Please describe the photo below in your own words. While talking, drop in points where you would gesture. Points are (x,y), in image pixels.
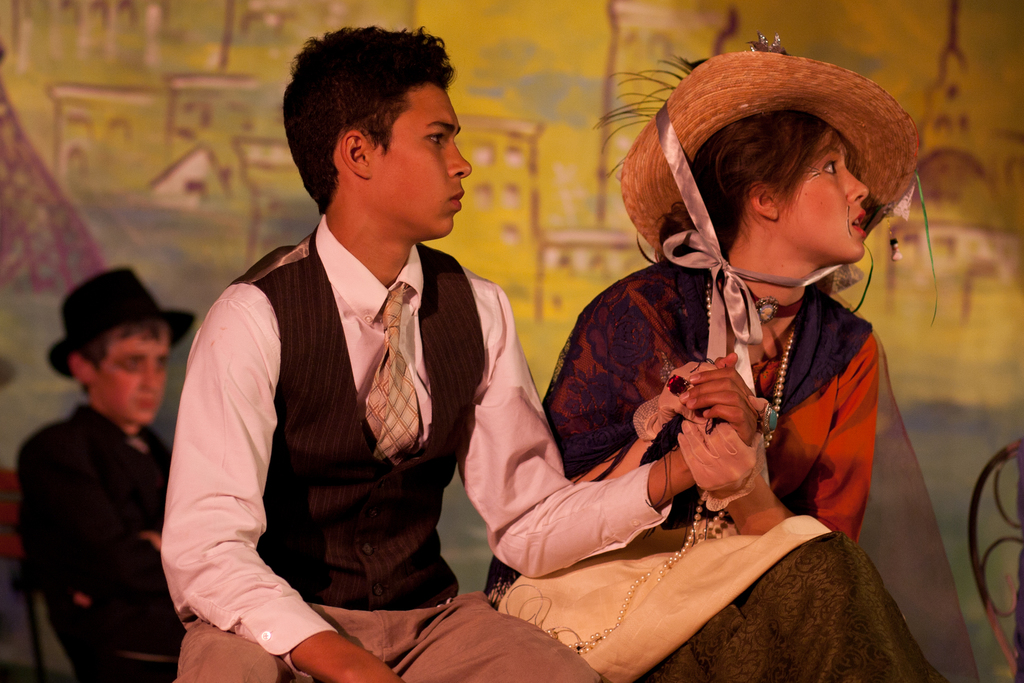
In this image I can see three persons (200,474) are sitting on the chairs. In the background (468,566) I can see a wall (967,176) and wall paintings (163,117). This image is taken may be in a hall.
